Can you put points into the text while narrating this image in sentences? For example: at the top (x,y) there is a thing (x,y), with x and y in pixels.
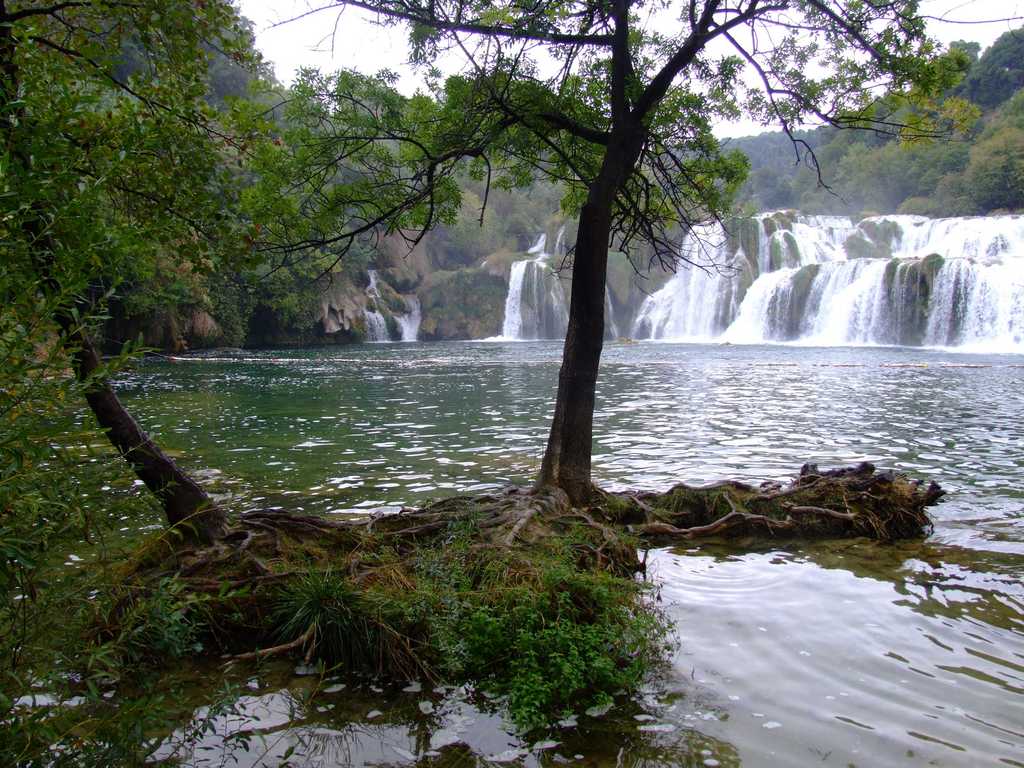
There are trees (581,441) and water (432,414) in the foreground area of the image (642,122), there are waterfalls (754,293), it seems like mountains (1023,190) and the sky (363,71) in the background (779,95).
